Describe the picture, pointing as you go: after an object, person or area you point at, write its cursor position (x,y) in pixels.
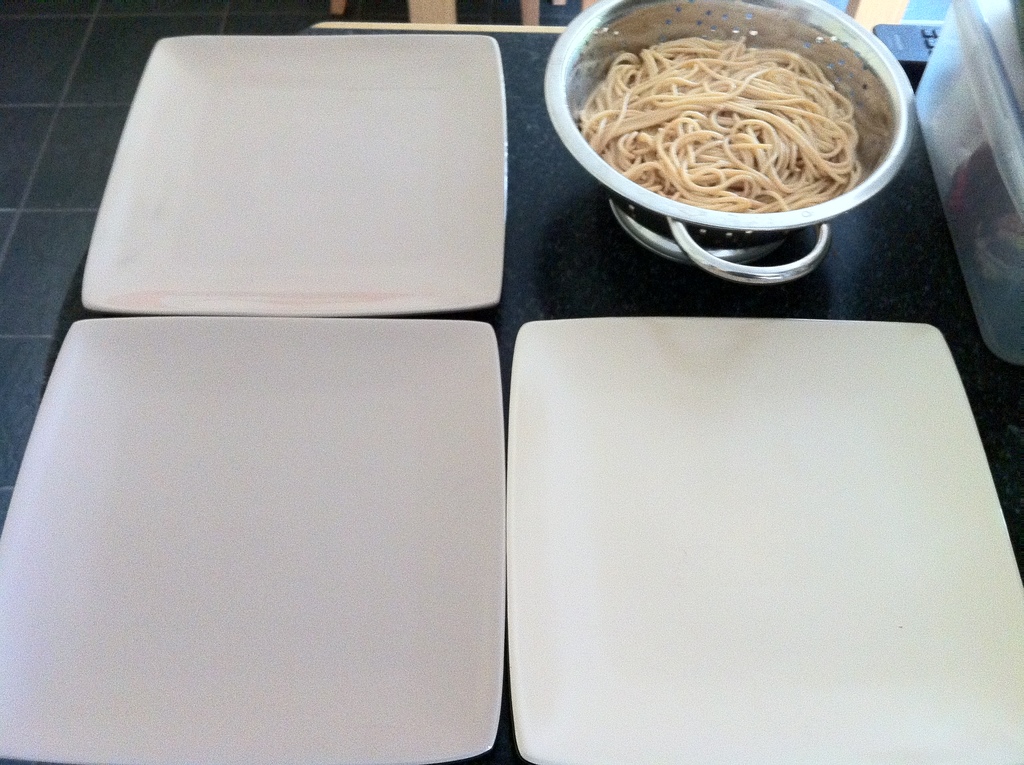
In this picture we can see a bowl (673,206) with noodles (692,115) in it, three plates (712,397), box (962,173), remote (911,29) and these all are placed on the platform (863,281) and in the background (559,3) we can see some objects (442,13).
